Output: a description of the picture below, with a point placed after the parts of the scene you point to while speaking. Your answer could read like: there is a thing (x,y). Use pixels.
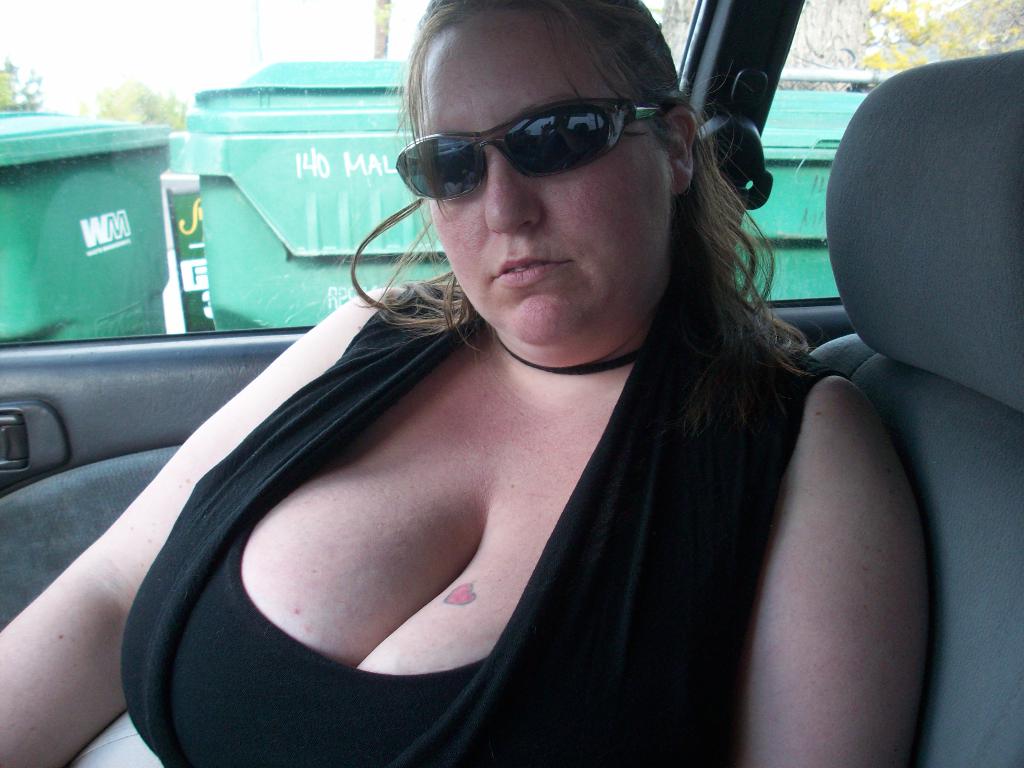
In this image we can see a woman (525,188) wearing glasses (551,157) and sitting in the car (859,382) and behind the car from the glass window (306,105) we can see the bins (208,174). We can also see the trees (859,26).
